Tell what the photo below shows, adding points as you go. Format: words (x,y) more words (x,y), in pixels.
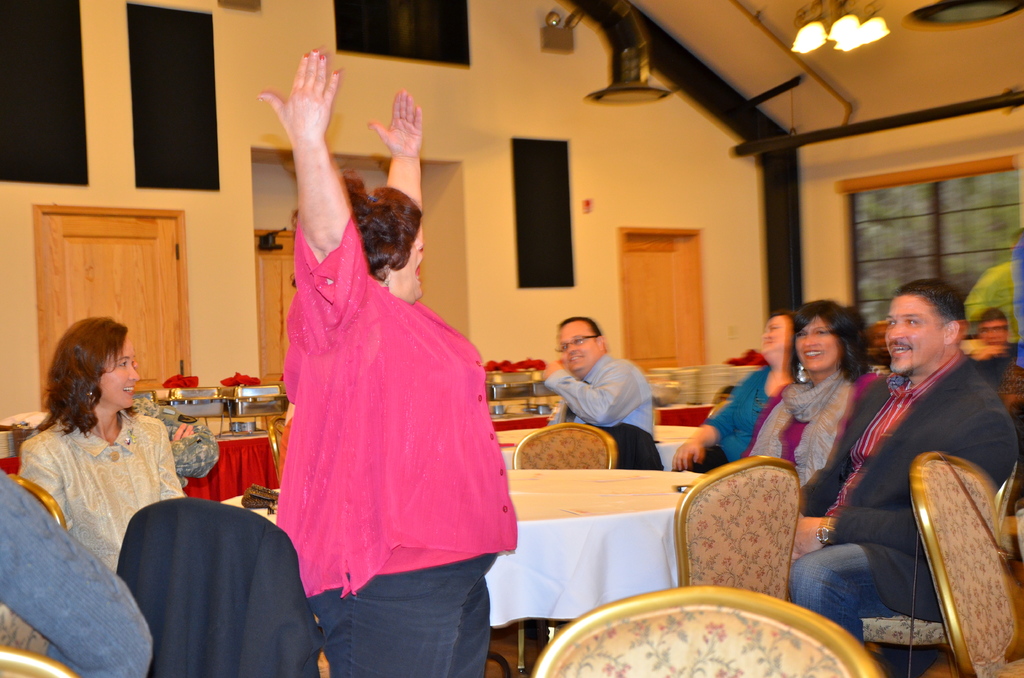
Here is a dining table (520,511) covered with a white cloth (499,575), chairs (615,453) are placed around it. To the right most (884,506), we find a man (903,492) with black blazer (894,476) wearing watch (826,538) is laughing and sitting on the chair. To the right of him, we find a woman (817,411) wearing scarf (817,425) and laughing. To the right of this woman (791,402), we see other woman (750,382) who is wearing blue t-shirt (728,418) is sitting on the chair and also laughing. Next to this woman (725,435), we see man (588,380) wearing blue shirt (605,391) and also wearing spectacles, is laughing and in the middle (342,378) we see woman (374,425) in pink top (372,456) and in blue jeans (421,623) is laughing and she might be either dancing or acting. To the left most (139,468), we see woman (112,487) sitting on the chair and laughing. Totally there are more than seven people (384,452). Among them some are women (80,411) and some are men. To the right most (929,227), we find a window (910,237) from which we can see trees (986,248). Behind this people (412,463), we see vessels (259,410), decorations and everything served over here. Behind this table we see walls (537,306) and also the doors (662,324) which are made of wood (674,309). One two three, we see three doors (283,326).
